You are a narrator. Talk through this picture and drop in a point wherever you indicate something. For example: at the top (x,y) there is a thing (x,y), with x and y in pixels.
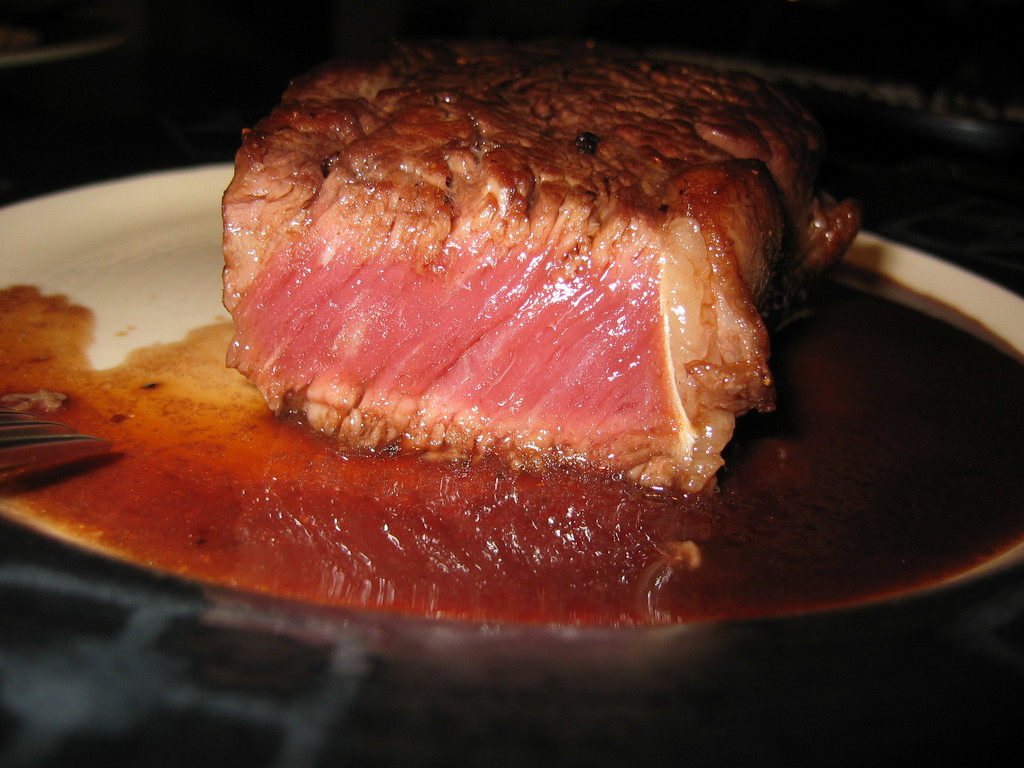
In this picture I can see the fried meat (642,392) and oil (201,466) on the plate (204,392). This plate (288,603) is kept on the table (349,671).
